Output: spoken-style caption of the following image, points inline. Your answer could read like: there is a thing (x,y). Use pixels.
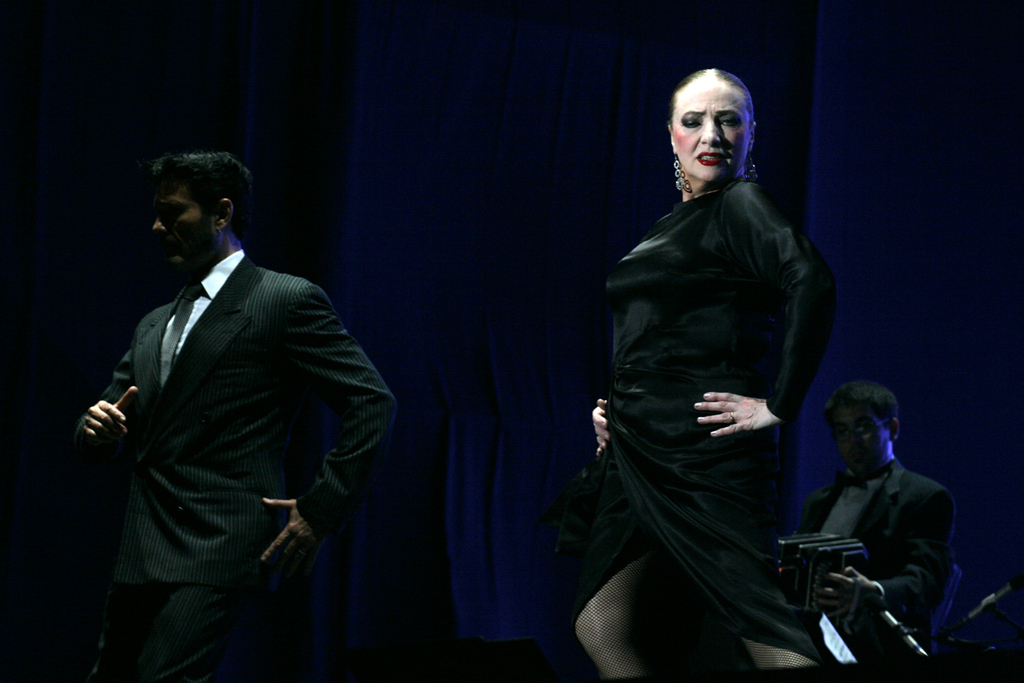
In this picture there is a man (239,358) who is wearing a suit (140,453). Behind him there is a woman (674,216) who is wearing a black dress (666,385) and earrings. On the right (845,494) there is a man (868,500) who is holding the musical instrument (805,577) and he is sitting on the chair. In the back (436,278) I can see the blue color cloth (425,106).
